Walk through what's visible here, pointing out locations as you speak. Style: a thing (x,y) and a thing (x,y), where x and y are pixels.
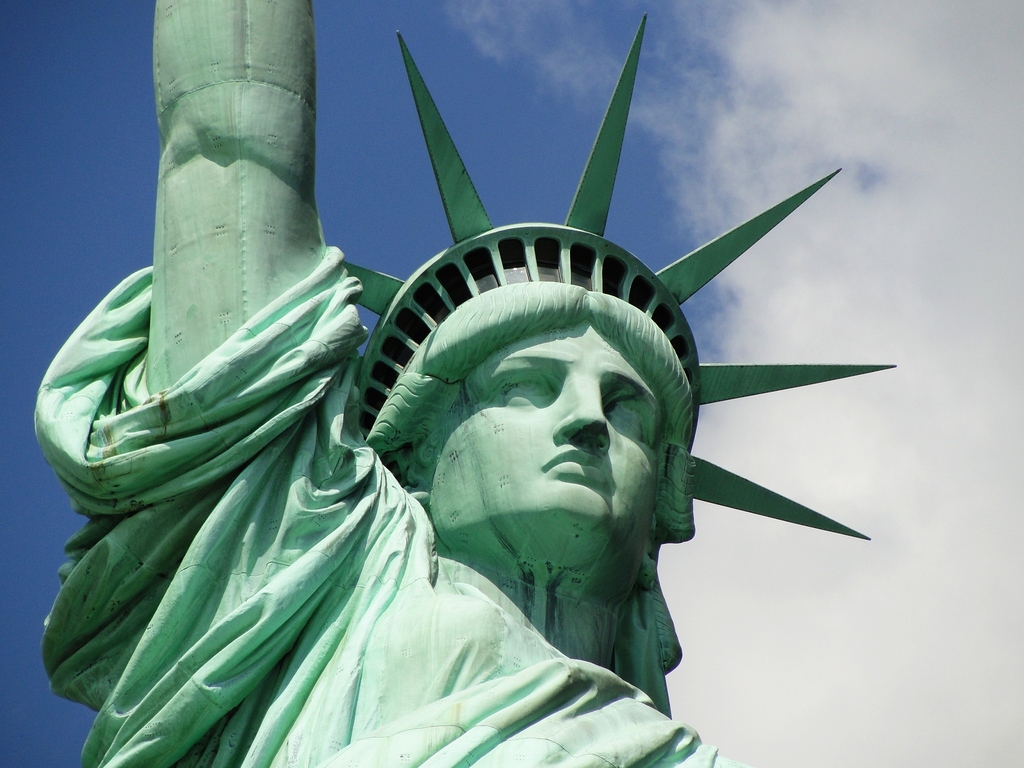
In this picture, we see the statue of liberty (566,514). In the background (509,175), we see the clouds (888,223) and the sky (355,174), which is blue in color.
